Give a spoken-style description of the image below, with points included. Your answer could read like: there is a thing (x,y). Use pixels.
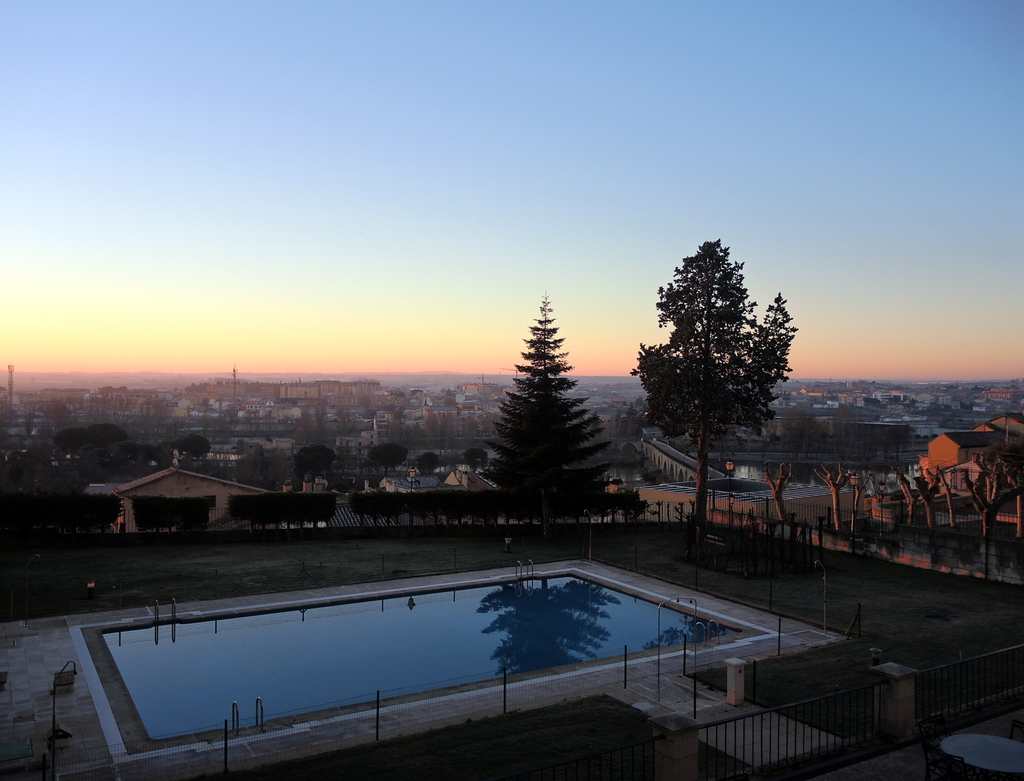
In the image there is a swimming pool (353,610) and around the pool (540,609) there are plants (149,513) trees (703,487) and buildings (483,397), there is a railing (852,729) in the foreground of the image (872,720).
